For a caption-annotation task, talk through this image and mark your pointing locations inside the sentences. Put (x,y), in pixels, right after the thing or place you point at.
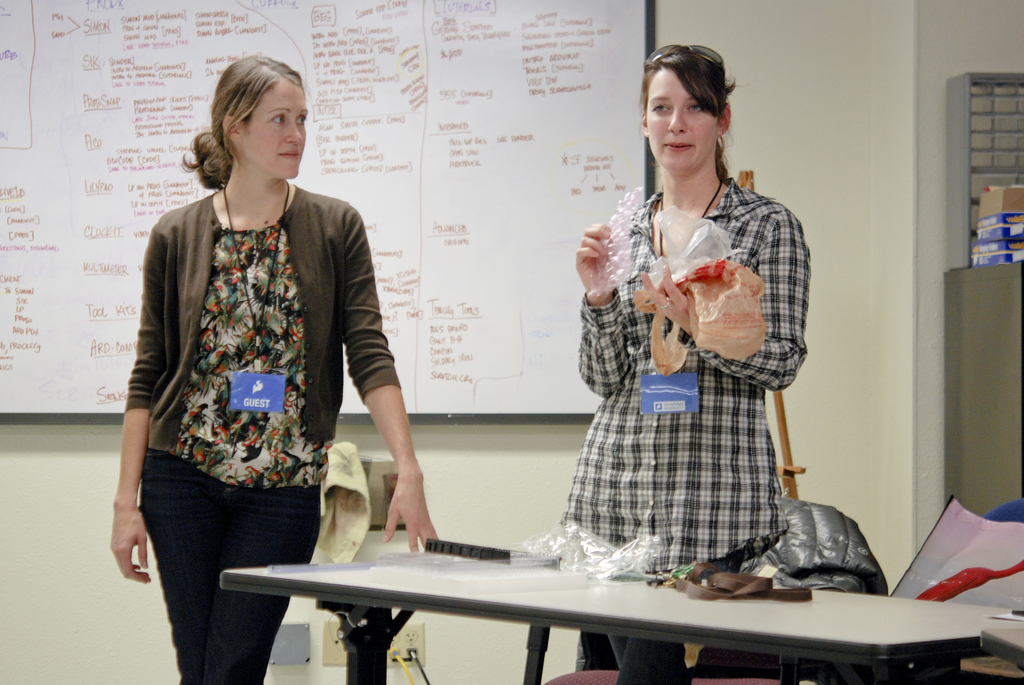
There are two women (264,327) standing. This is a table (645,603) with some things (576,576) on it. This looks like a chairs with some objects (983,562) on it. At background (478,330) I can see a white board (489,146) attached to the wall (700,41), on this board (405,66) there is something written on it.
